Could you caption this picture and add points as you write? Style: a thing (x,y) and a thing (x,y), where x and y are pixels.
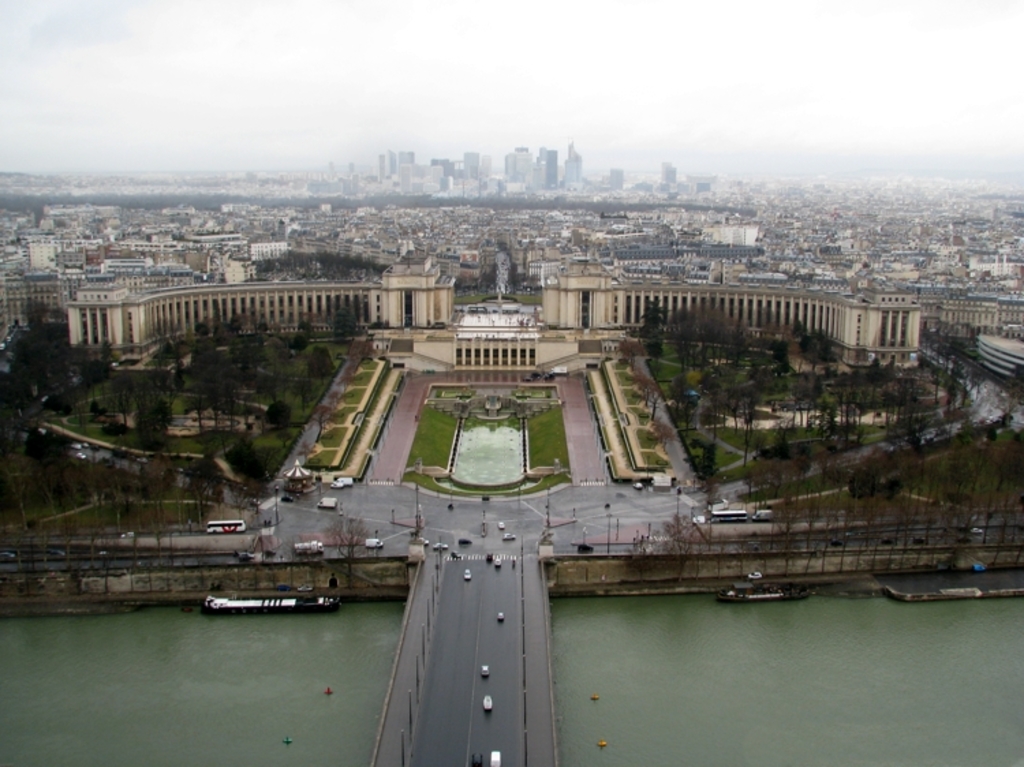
Down side it's a bridge (511,698). This is water (622,686) and here it is a building (494,322). At the top (471,101) it's a sky (444,94).
